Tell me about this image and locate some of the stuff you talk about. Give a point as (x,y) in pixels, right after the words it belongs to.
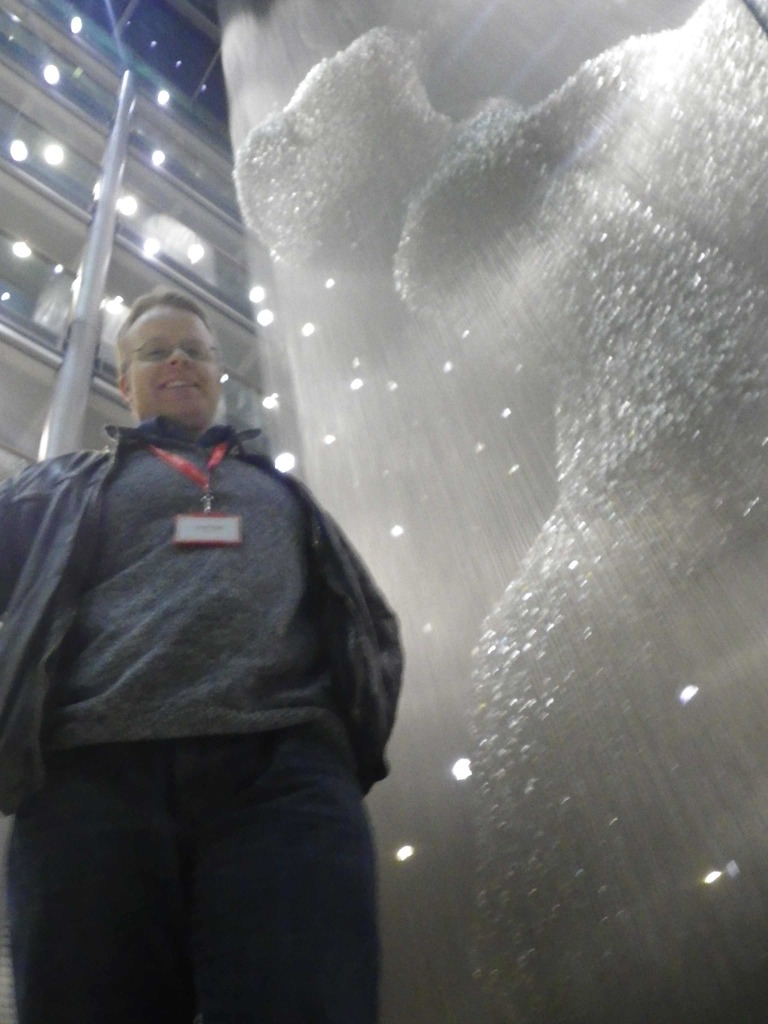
On the left (200,507) there is a person (143,532) standing, wearing a black jacket (358,698) and identity card (233,523). On the right (691,778) there is an object (441,143) in white color. At the top (110,115) there are lights (127,205) and railings (97,124).
